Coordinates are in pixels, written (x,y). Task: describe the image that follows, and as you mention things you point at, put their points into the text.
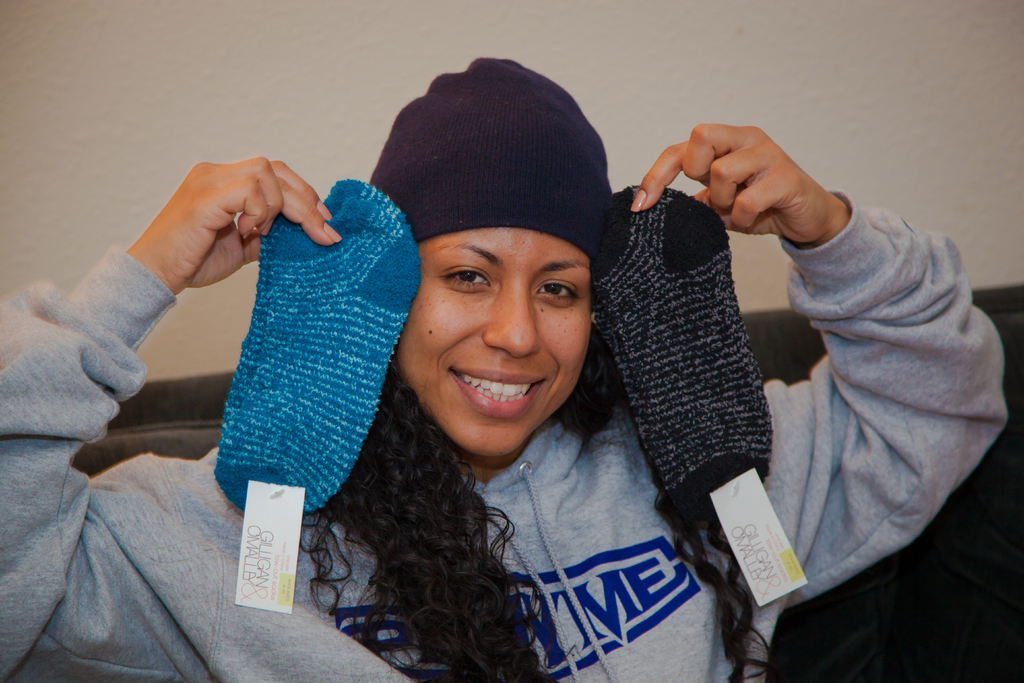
In this image in the foreground (329,451) there is one woman (562,487) who is holding two socks (646,412) and there is one couch (905,599), in the background (694,95) there is a wall (308,80).
